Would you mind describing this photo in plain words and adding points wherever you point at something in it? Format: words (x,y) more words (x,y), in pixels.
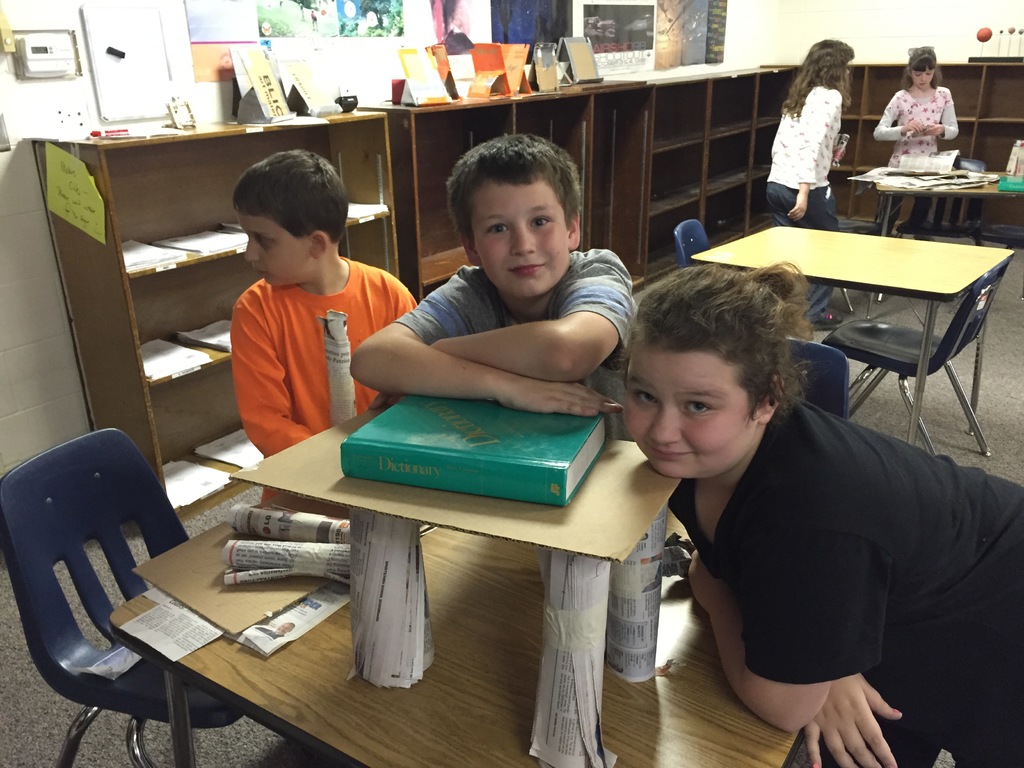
people (675,376) are resting on the table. on the table (494,681) there are papers (305,568) and book (477,475). behind them there are shelves (577,149). at the back (825,125) there are 2 girls (827,126) standing. on the left (199,38), photos (556,23) are attached to the wall (179,23).
